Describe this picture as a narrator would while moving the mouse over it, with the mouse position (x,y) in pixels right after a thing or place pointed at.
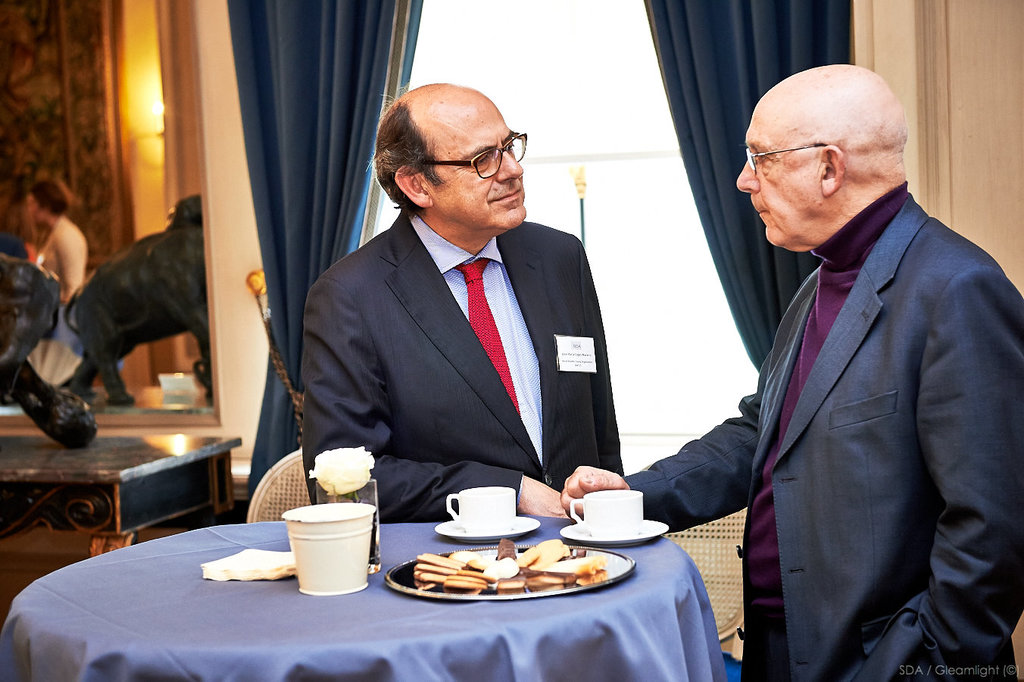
In the image we can see there are men (547,385) who are standing and they are talking and on table (115,616) there are cups (595,513) saucer (570,530) and in plate (527,593) there are biscuits (452,582).
